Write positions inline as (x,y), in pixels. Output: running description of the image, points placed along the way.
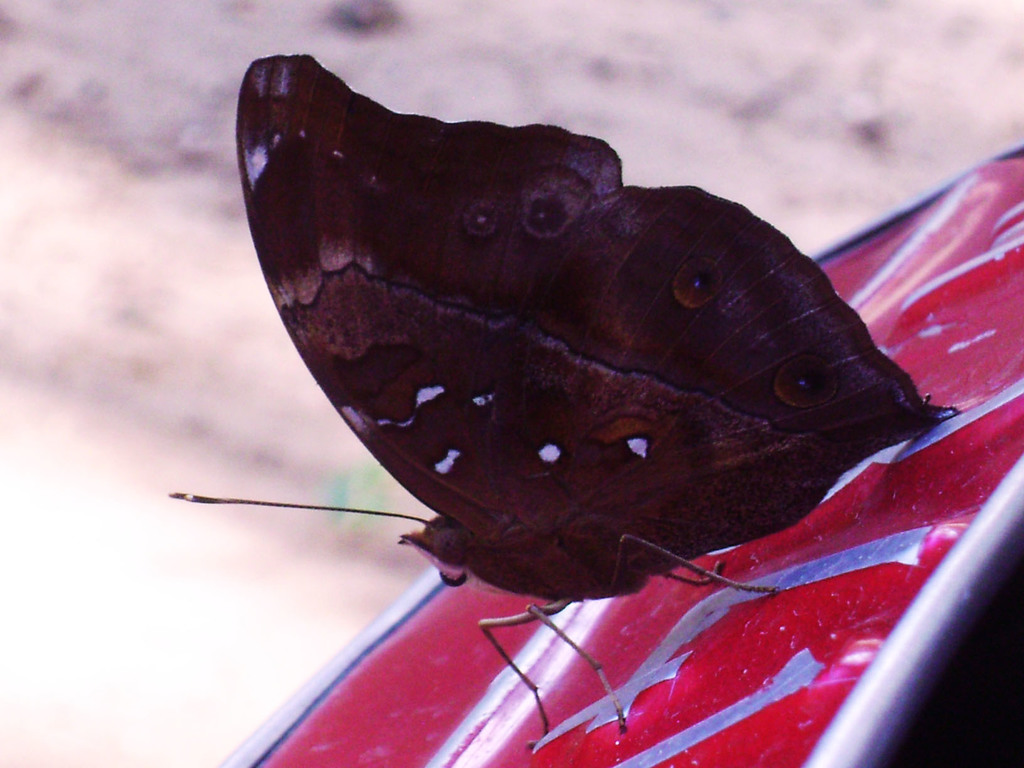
In this image I can see a butterfly (681,485) visible on the red color stand (879,698).
